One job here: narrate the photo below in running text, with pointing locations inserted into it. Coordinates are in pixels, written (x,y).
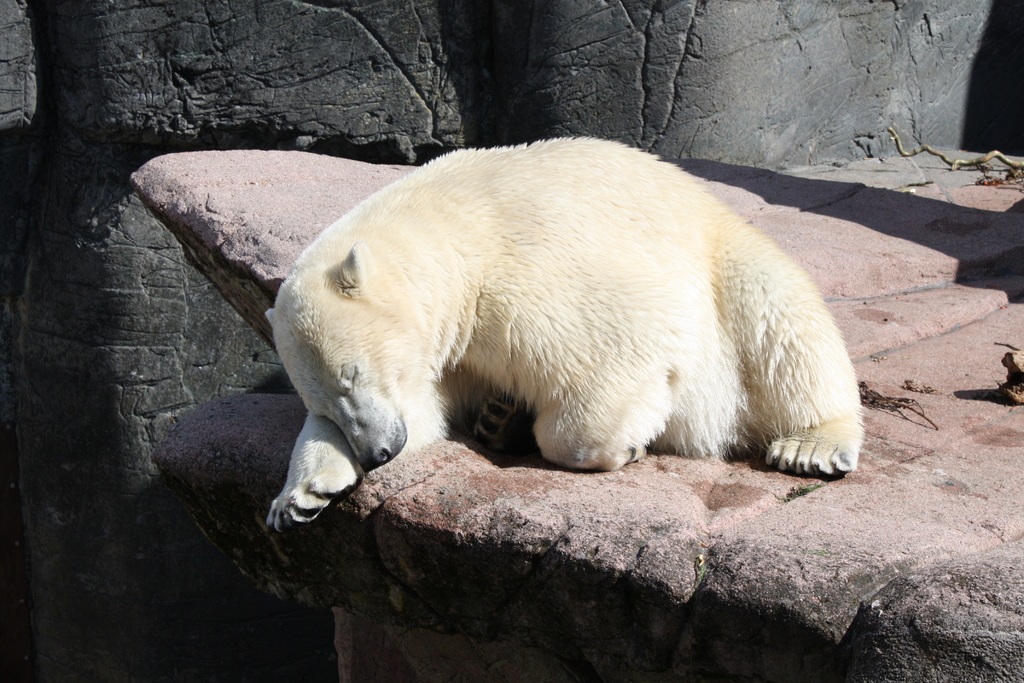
In this picture we can see polar bear (522,441) and some objects (1007,155) on a rock (589,594) and in the background (842,152) we can see rocks (74,139).
